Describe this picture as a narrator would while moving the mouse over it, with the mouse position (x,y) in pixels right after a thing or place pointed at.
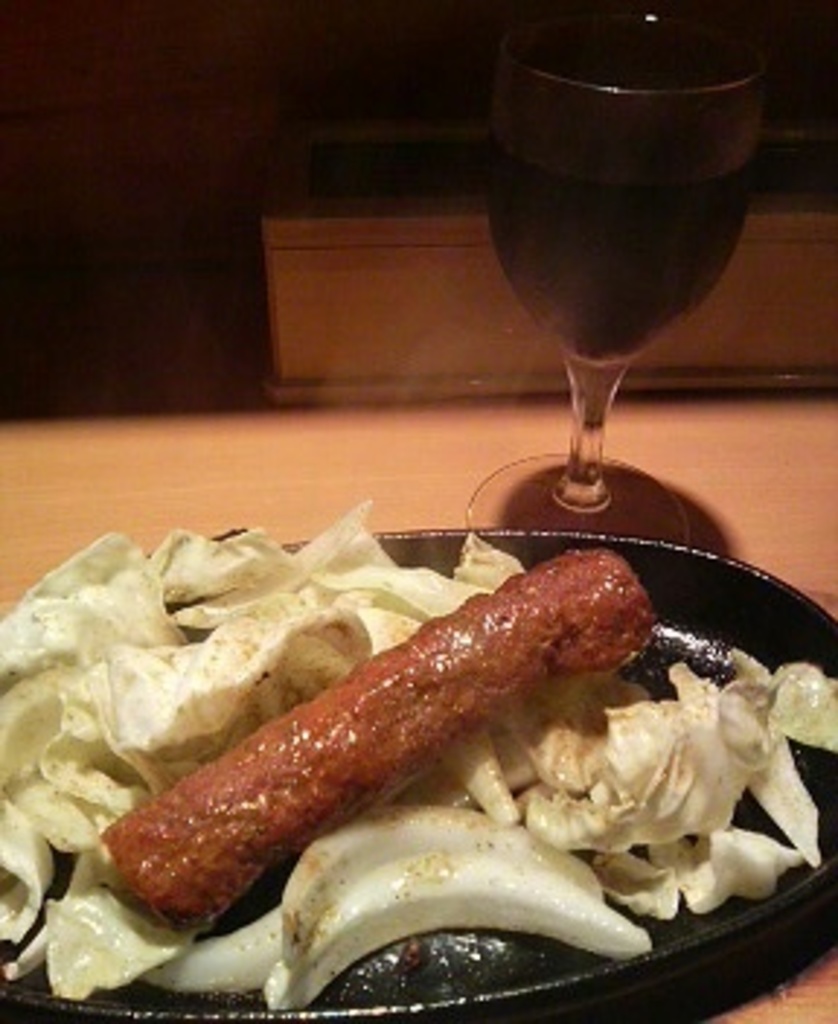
This image is taken indoors. At the bottom of the image (791,1017) there is a table (315,416) with a glass (614,305) of wine (626,302) and a plate (748,603) with food item (337,702) on it.
